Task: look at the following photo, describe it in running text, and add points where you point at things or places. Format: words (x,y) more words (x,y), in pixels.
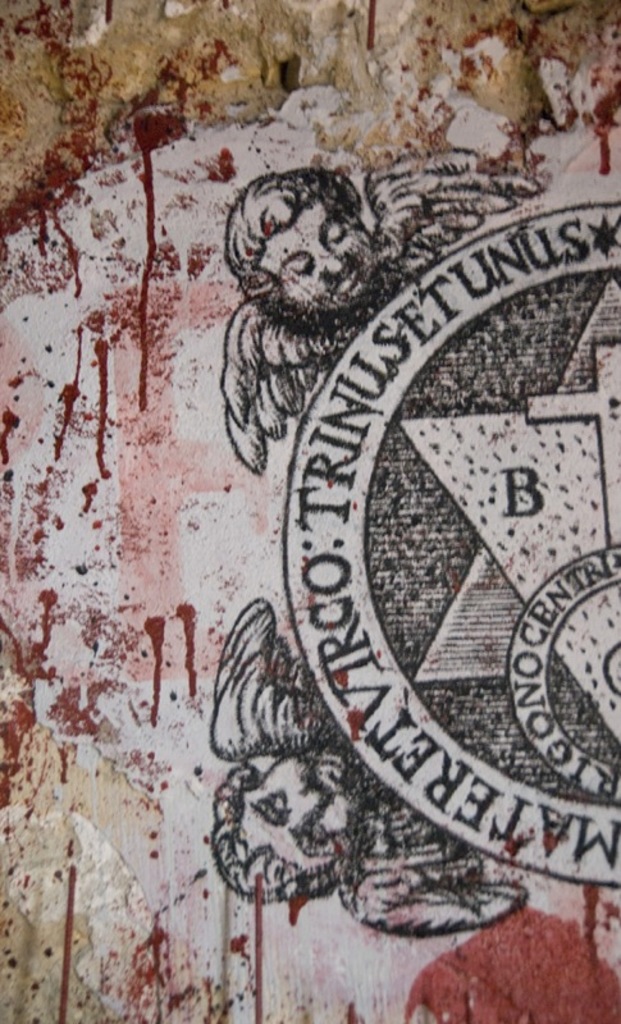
In this image we can see a painting (408,912) of two persons (316,288) with wings (393,243) attached to them. To the right side (596,833) we can see a symbol (399,398) with text (486,275) on it.
